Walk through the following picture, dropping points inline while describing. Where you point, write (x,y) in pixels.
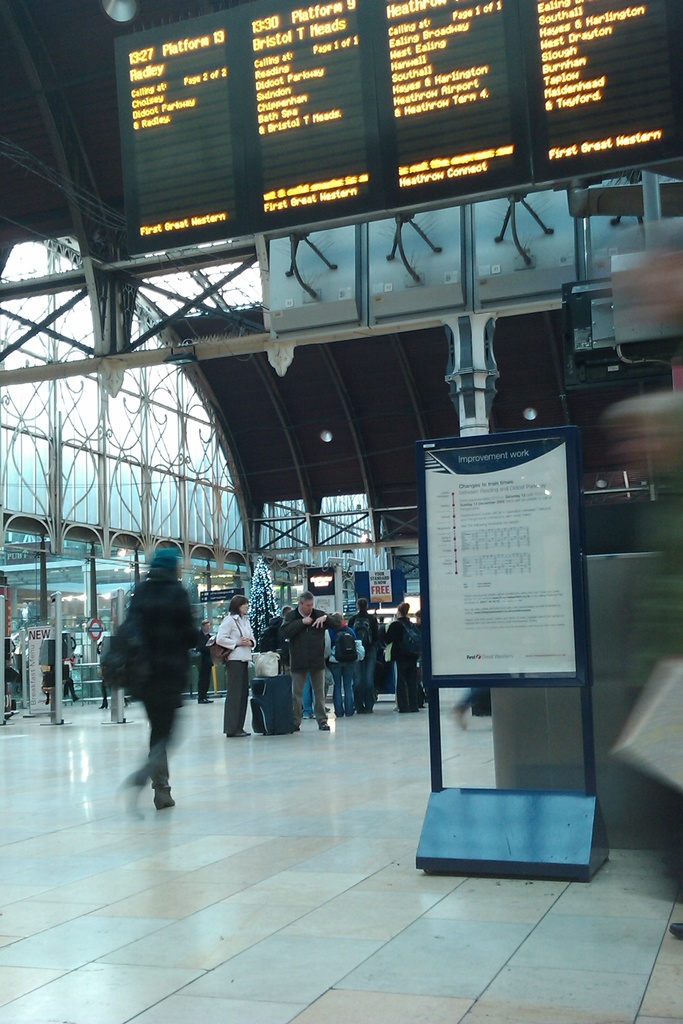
In this image I can see few persons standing on the floor (228,753). At the top (266,83) I can see some text (554,78). I can see a board (508,457) with some text (489,456) on it.
